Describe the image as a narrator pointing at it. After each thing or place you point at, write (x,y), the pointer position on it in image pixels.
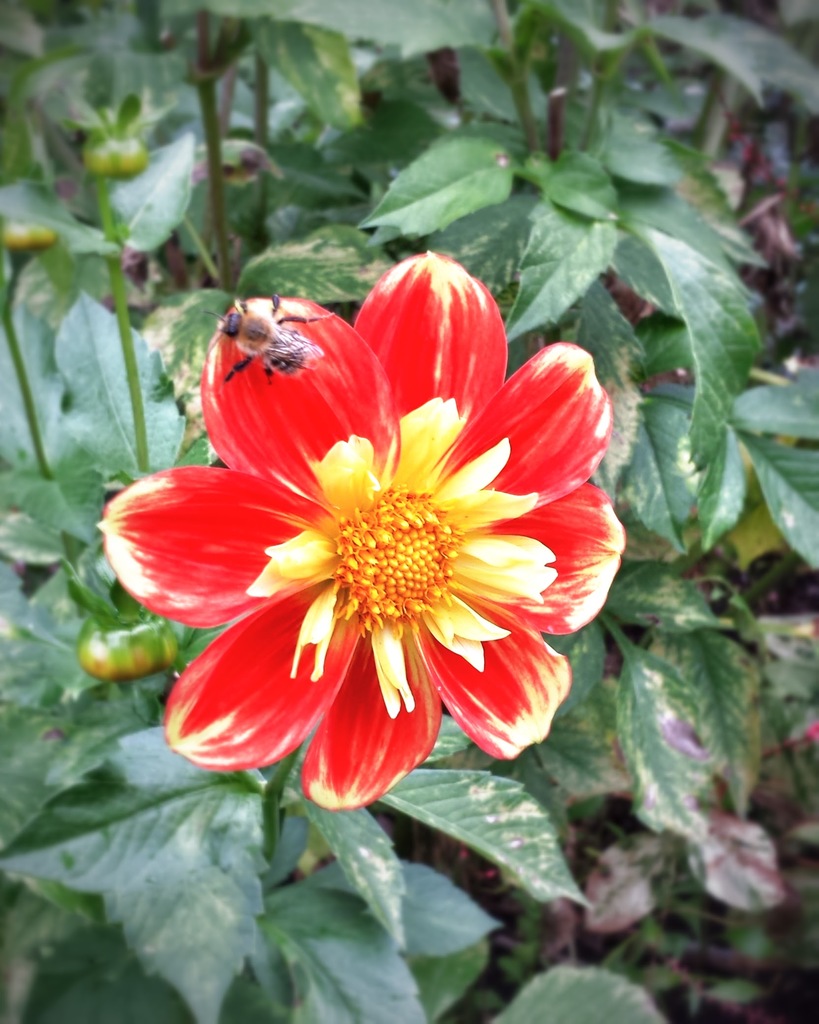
In this image I can see the flower (388,357) to the plant (384,150). The flower (400,347) is in red and yellow color. And I can see the bee (244,337) on the flower (258,423).
